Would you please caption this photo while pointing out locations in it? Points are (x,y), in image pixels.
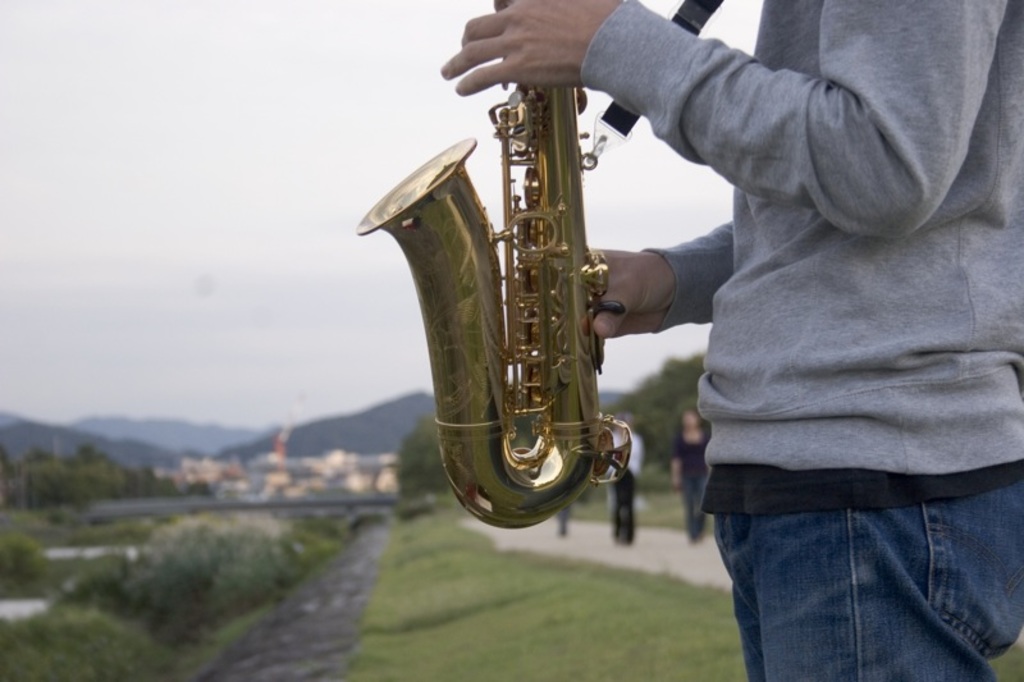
In this picture there is a boy (677,262) on the right side of the image (870,361), by holding a saxophone (562,219) in his hands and there are other people (635,457) and greenery (437,487) in the background area of the image (429,453), which is blur.
